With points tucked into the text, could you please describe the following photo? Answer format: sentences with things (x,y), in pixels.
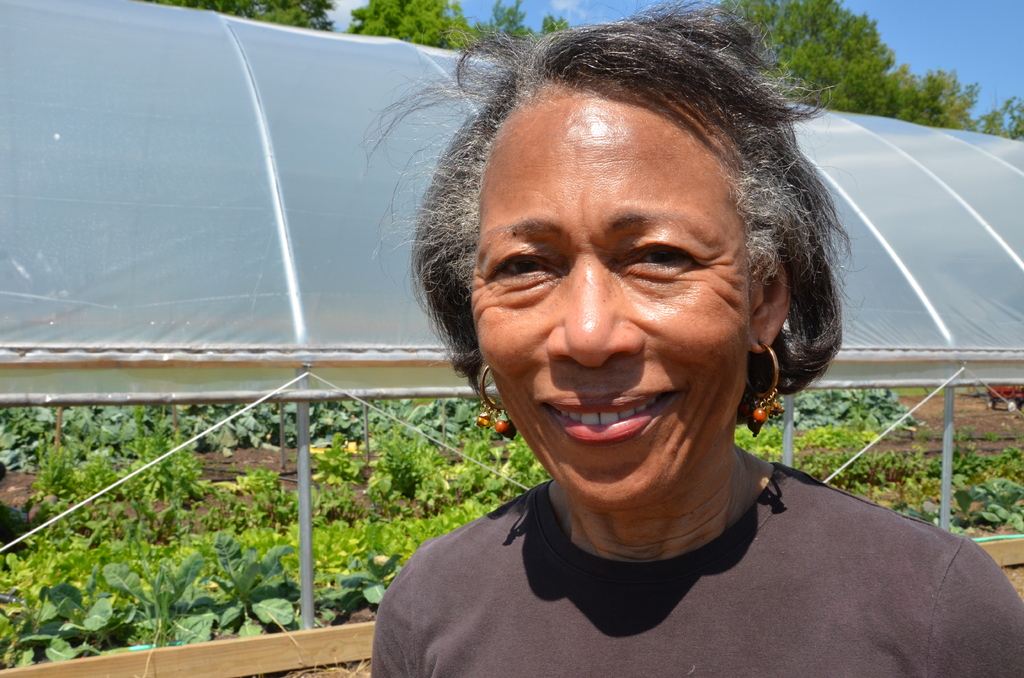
In the foreground of the image (943,609) there is a lady (723,350). In the background of the image (322,65) there is a shed (836,184). There are plants (295,501). In the background of the image (854,48) there are trees (352,14).
